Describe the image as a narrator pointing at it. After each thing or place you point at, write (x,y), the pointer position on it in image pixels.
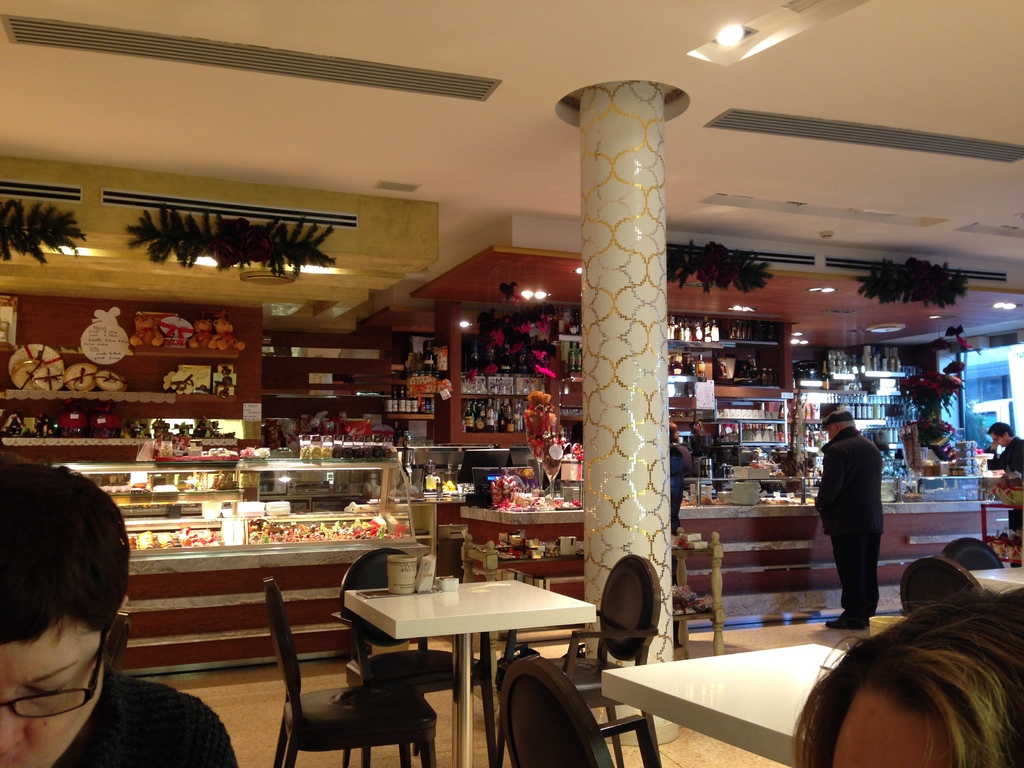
It seems to be the image is taken inside the restaurant (897,596). In the image there are group of people (903,709) sitting on chair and remaining people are standing in front of a table (525,511), on table (488,515) we can see some food items (756,464) and bottles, flower pots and on right side (986,387) we can also see a building (990,368). On left side (3,722) there is a person (89,626) sitting on chair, on top (750,91) there is a roof (504,70) with few lights (719,42) and also a pillar (634,162).
